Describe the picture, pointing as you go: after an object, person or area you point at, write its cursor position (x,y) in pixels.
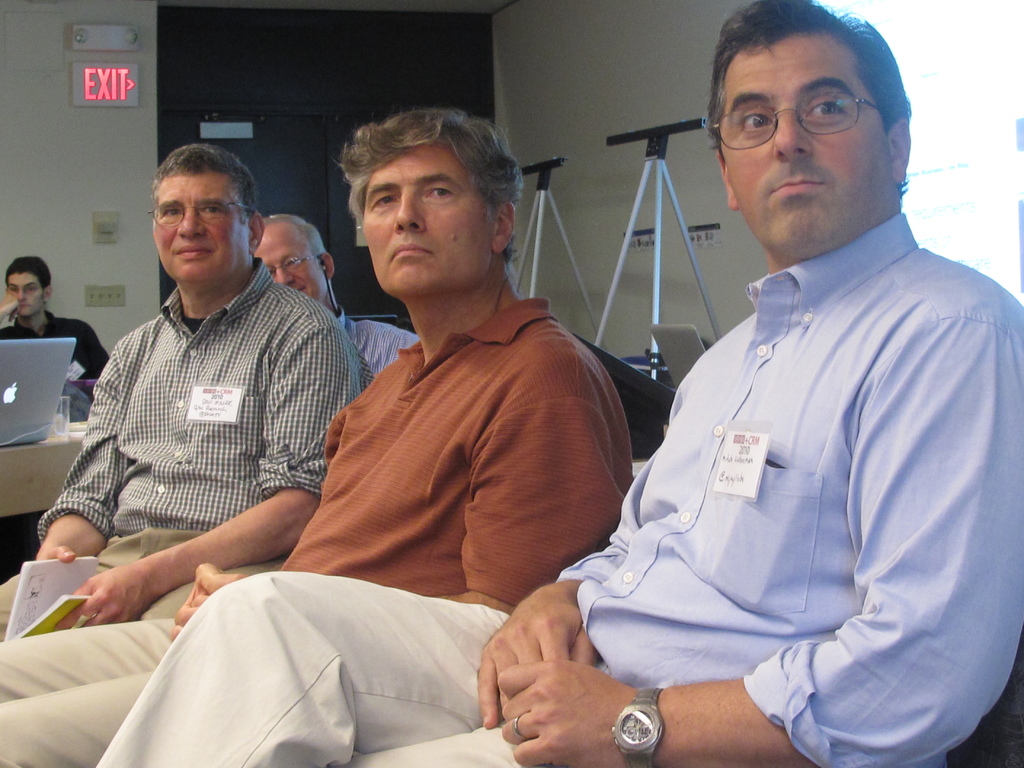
In this image we can see a group of people (654,504) sitting on chairs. One person (287,543) is holding a book (70,609) in his hand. To the left side of the image (50,428) we can see a laptop (30,419) placed on the table (44,479). In the background (625,326), we can see some stands (535,243), sign board (107,89) with some text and a door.
